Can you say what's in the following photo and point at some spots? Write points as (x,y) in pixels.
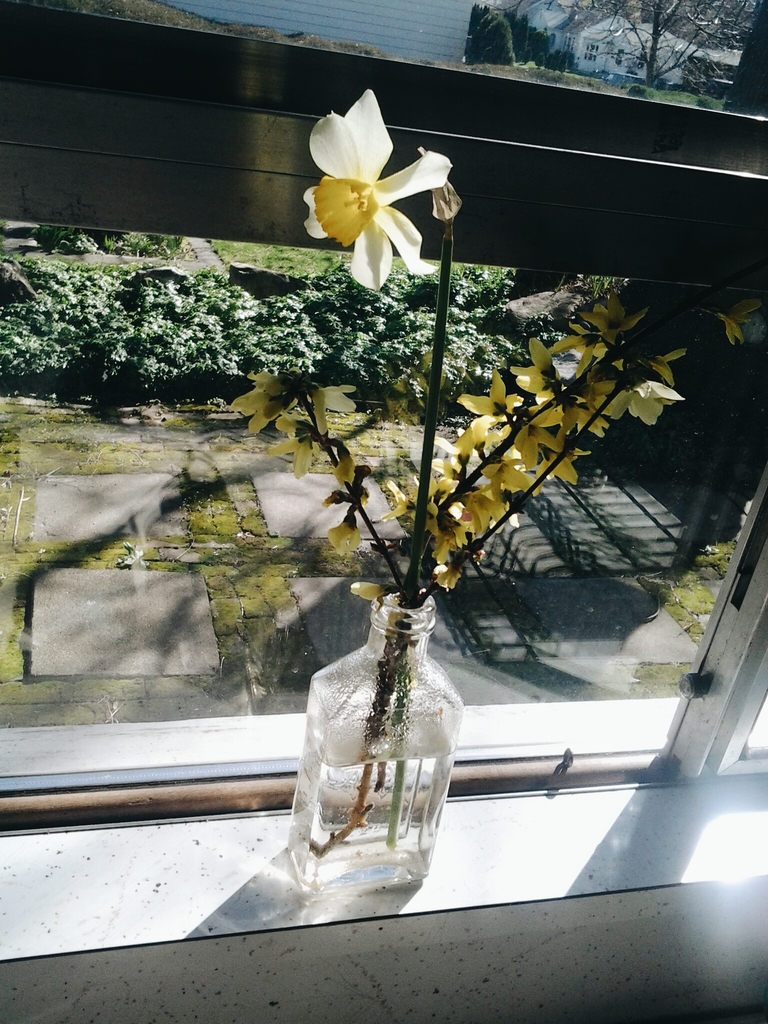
In this image there is a flower (375,205) in a glass bottle (354,753) in front of window (7,31). There are plants (276,334) at the bottom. There is a home (629,64) at right side (656,38) corner in front of it there is a tree (666,12).
